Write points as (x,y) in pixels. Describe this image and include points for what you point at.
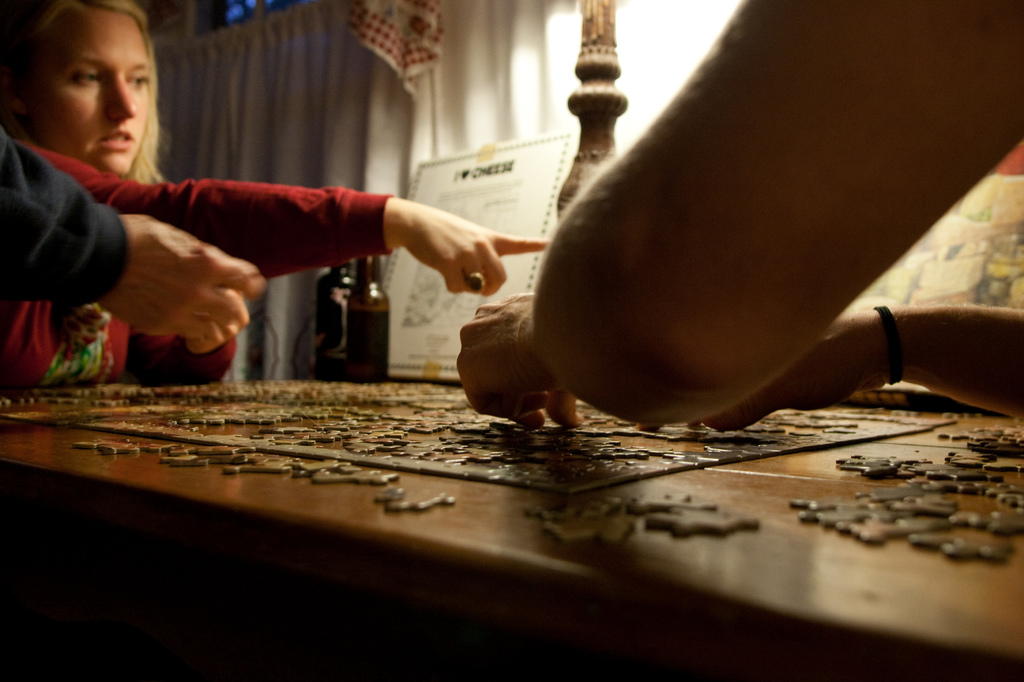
In this image there are three persons (471,266), below them there is a table (628,620), on that table (650,576) there is a puzzle game (305,412), in the background (246,69) there is a curtain (544,129).
